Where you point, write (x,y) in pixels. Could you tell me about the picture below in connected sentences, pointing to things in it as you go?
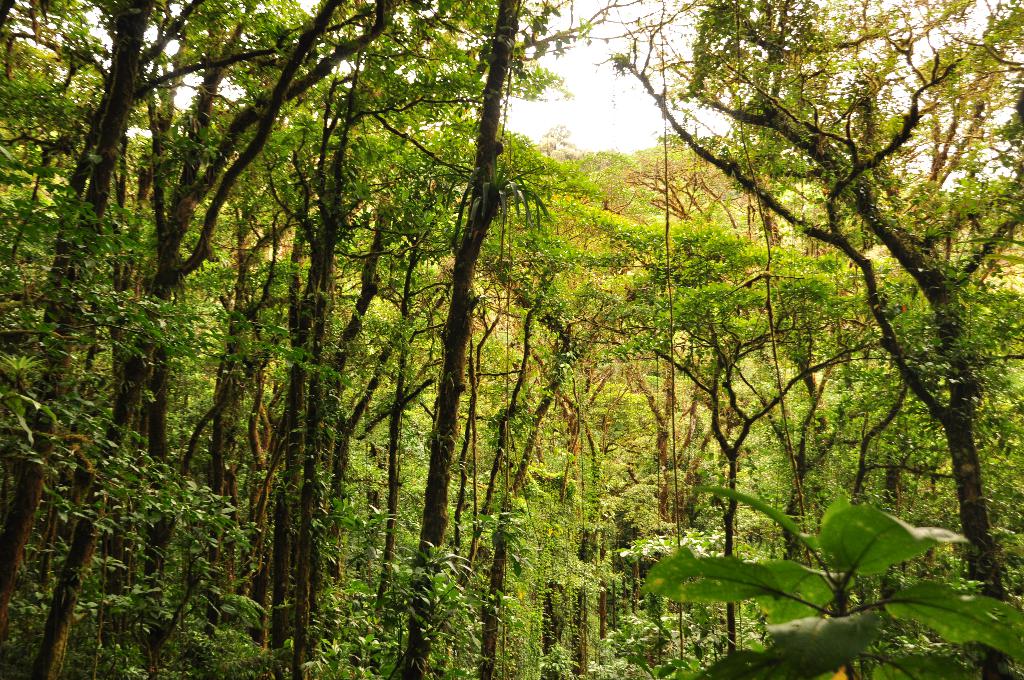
The picture consists of many trees (592,424). The picture might be taken in a forest (557,232). At the top (641,51) there is sky (635,99).
